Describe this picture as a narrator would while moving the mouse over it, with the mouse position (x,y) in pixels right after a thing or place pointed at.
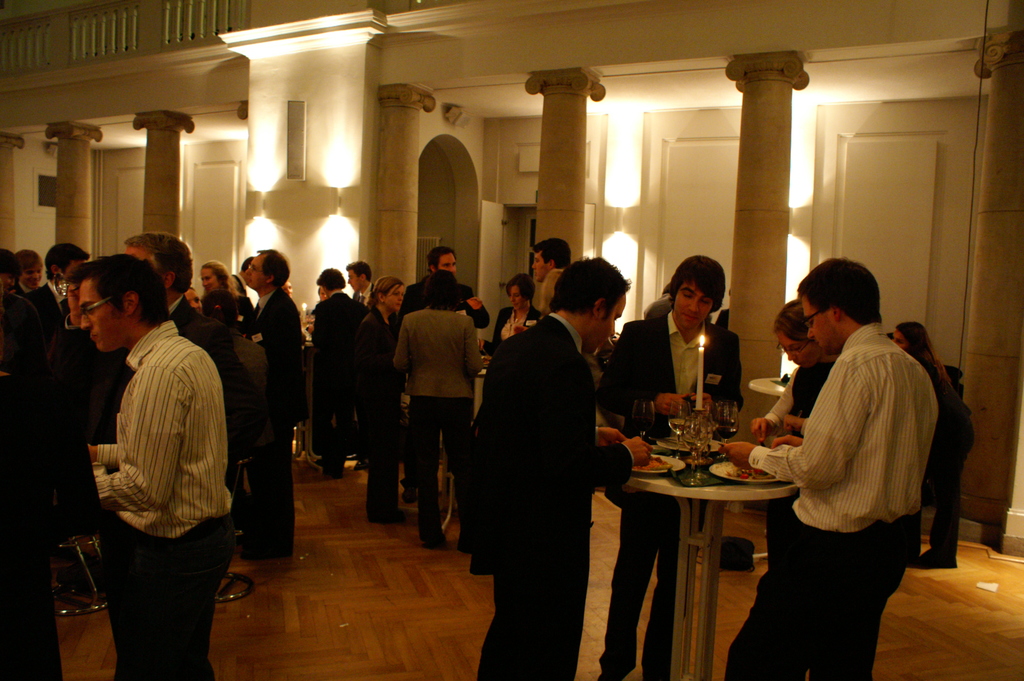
In the image we can see there are people (154,408) who are standing and on table (741,492) there is candle (699,390) with a stand (706,476) and in plates (717,474) there are food items (647,465) and there are pillars (580,153) in between and there is a building (419,65) at the back (418,233).
